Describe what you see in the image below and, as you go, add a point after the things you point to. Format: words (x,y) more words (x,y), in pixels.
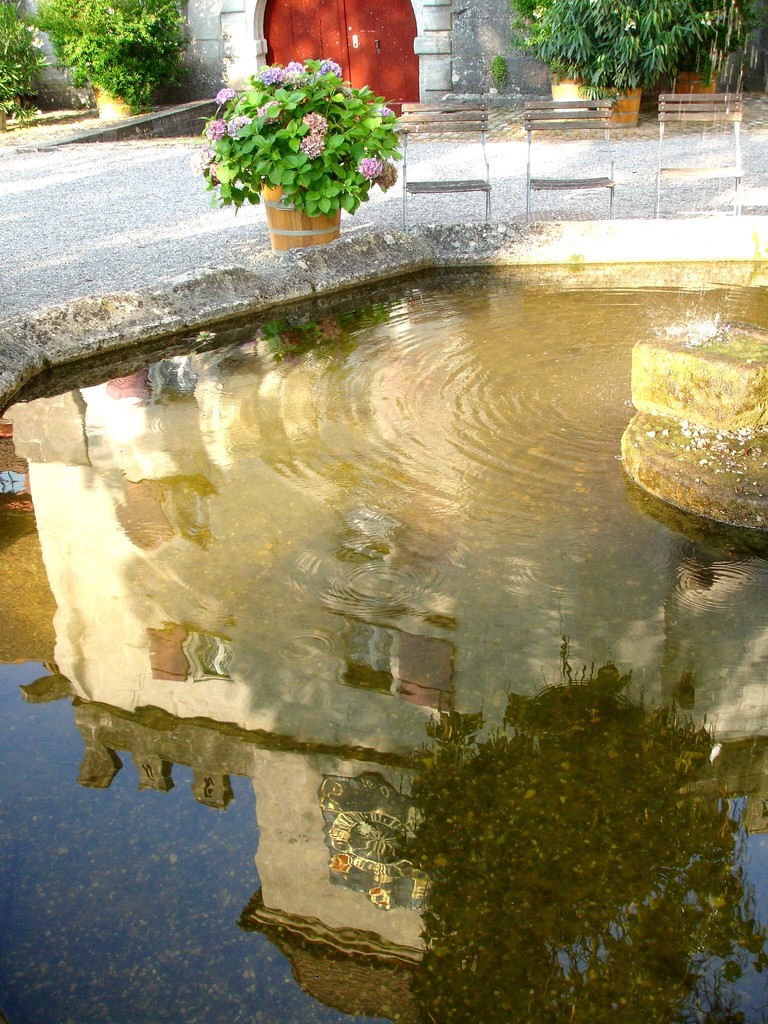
This image is taken outdoors. At the bottom of the image (456,943) there is a fountain (258,367) with water (620,323). At the top of the image (270,35) there is a wall (199,17) with a door (314,1) and there are a few plants (553,63) in the pots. There is a road (90,225) and there are three empty chairs (534,185) on the road (571,171). In the middle of the image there is a plant (311,167) in the pot (338,222).
